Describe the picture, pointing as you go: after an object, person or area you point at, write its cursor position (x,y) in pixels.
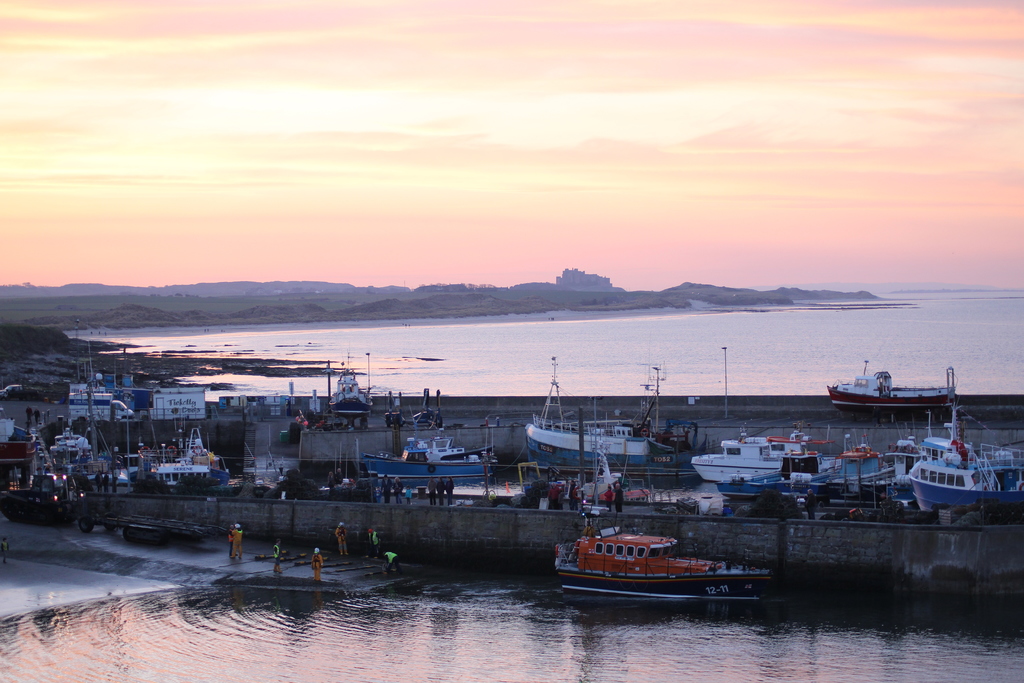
In this image I can see the water surface (471,605). In the background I can see few trees (529,285). I can see few boats (447,449). At the top (311,160) I can see clouds (349,124) in the sky (343,141).
